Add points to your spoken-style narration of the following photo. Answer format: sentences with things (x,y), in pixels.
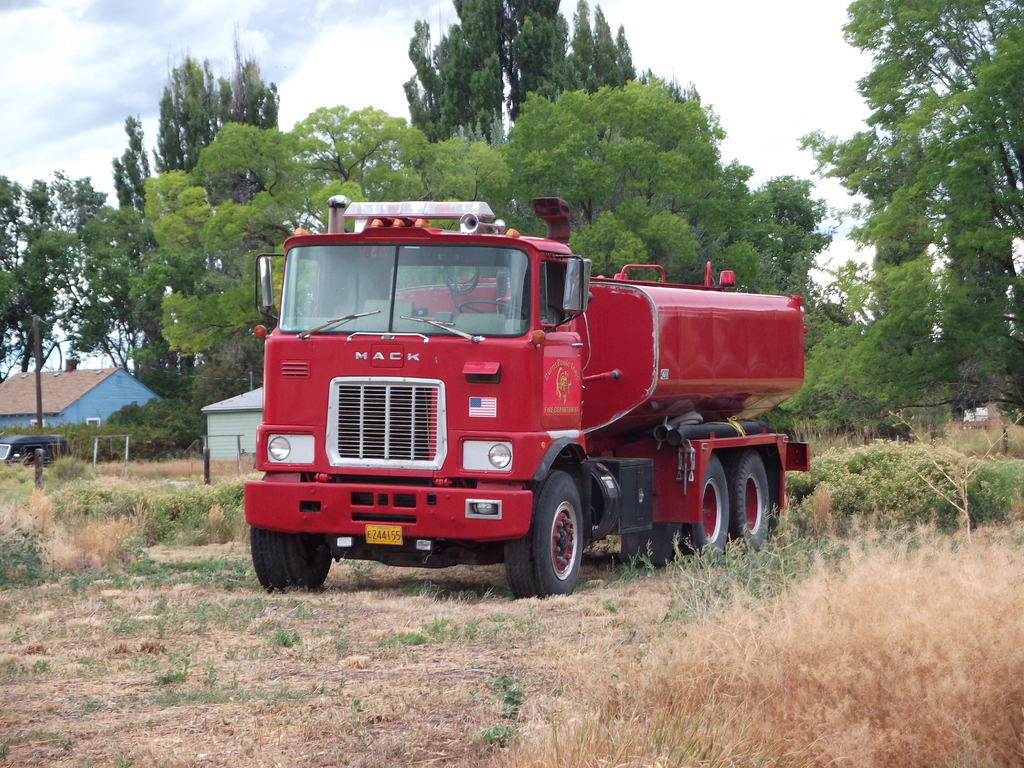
In the center of the image (529,385) there is a vehicle (318,395) on the ground (460,642). On the left side of the image (89,404) we can see vehicles (27,446) and houses (122,403). At the bottom (583,600) there is a grass (724,705). In the background (926,405) there are trees (431,160), sky (328,31) and clouds (88,56).
